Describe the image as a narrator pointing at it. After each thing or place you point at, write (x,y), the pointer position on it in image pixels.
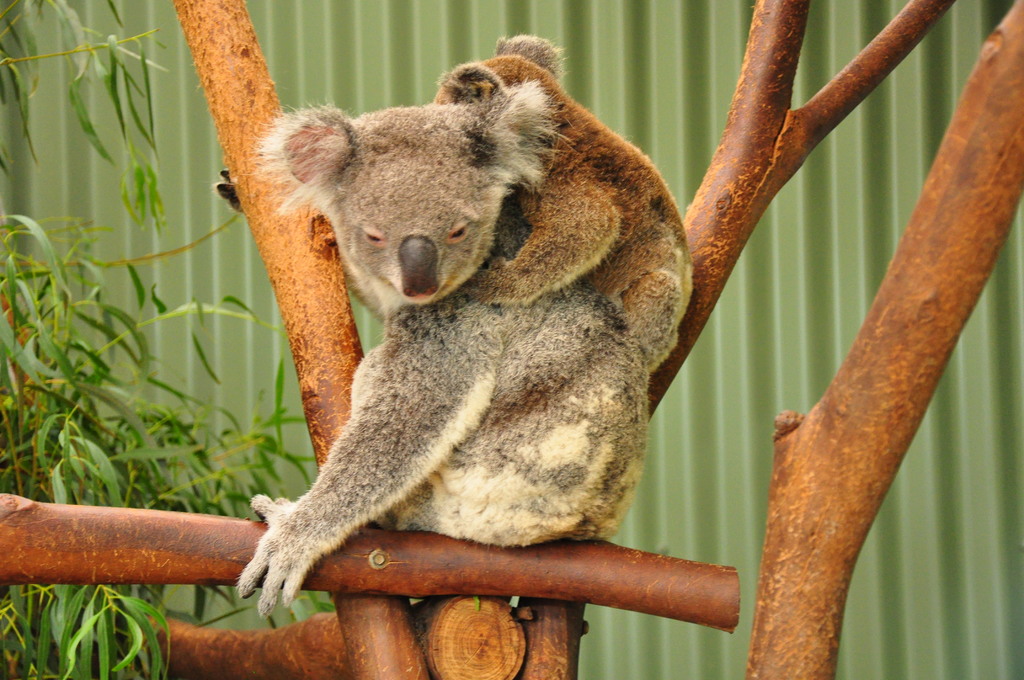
In the background (342,84) we can see the metal panel (475,37). In this picture we can see animals (593,341) and branches (972,277). On the left side of the picture (197,475) we can see the green leaves (122,388).
